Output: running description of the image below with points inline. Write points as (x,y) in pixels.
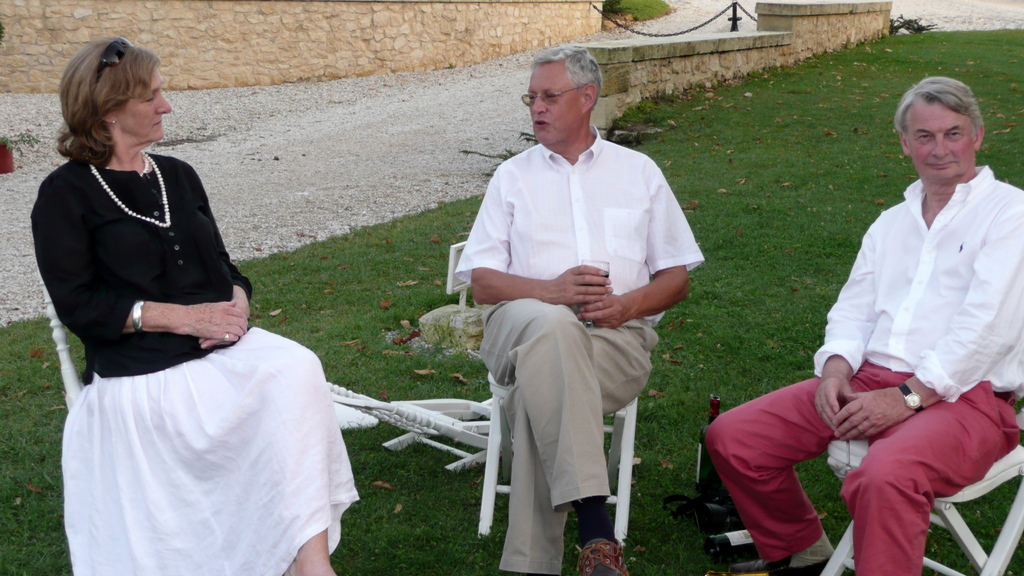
In this image I can see grass ground (1020,165) and on it I can see three persons (497,354) are sitting on white colour chairs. I can also see few bottles (715,412) on the ground (676,427) and few white colour things (393,420). In the background (122,34) I can see the wall (167,15), a pole (734,3) and an iron chain (705,22). I can also see plants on the both sides of the image.
